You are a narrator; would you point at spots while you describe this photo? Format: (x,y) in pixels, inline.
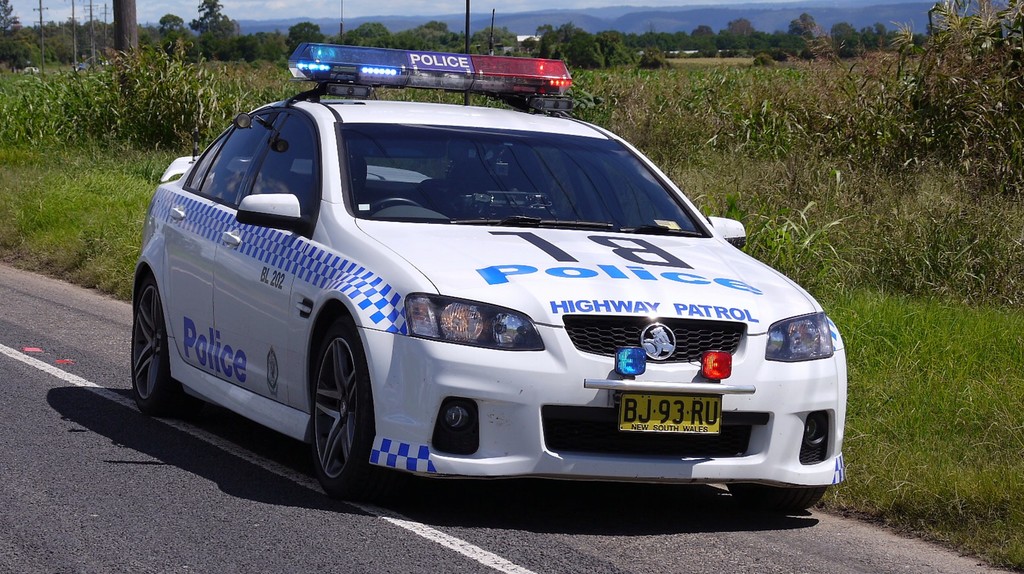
In this image in the center (609,311) there is one car (220,386), at the bottom (539,501) there is road (103,345), grass (863,296) and in the background (739,43) there are some trees (96,35), poles (91,15), mountains (835,19) and some plants (664,122).
